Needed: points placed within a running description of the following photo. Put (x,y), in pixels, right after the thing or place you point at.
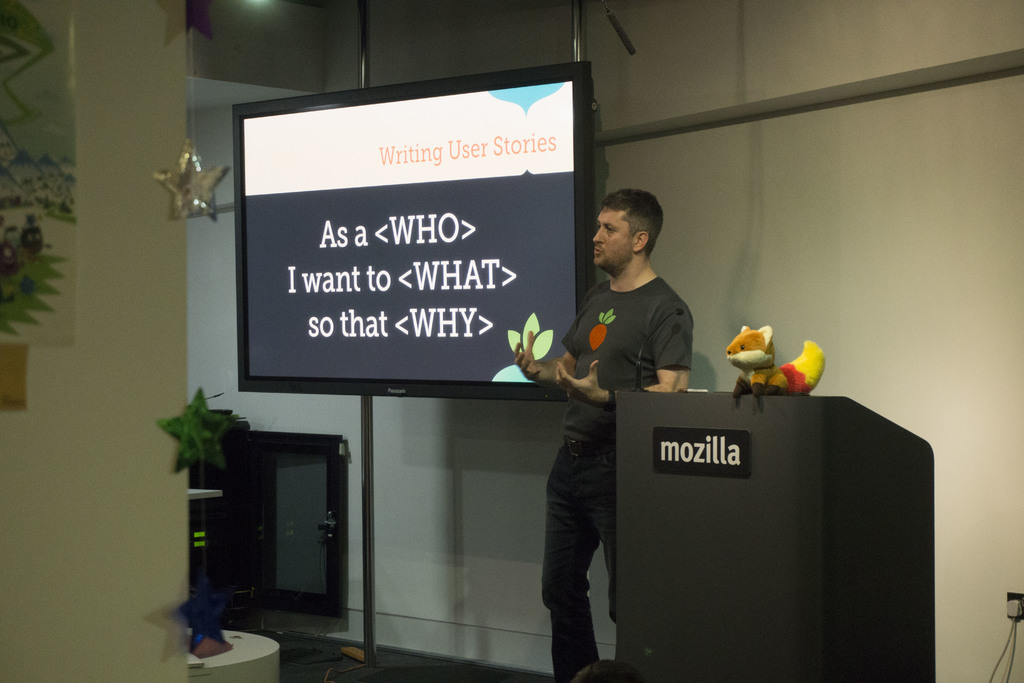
In this image I can see the person (604,303) is standing. I can see the podium (775,400) and toy (745,351) on the podium (758,573). I can see the screen (486,221), few objects (221,550) and white color background (962,205).
